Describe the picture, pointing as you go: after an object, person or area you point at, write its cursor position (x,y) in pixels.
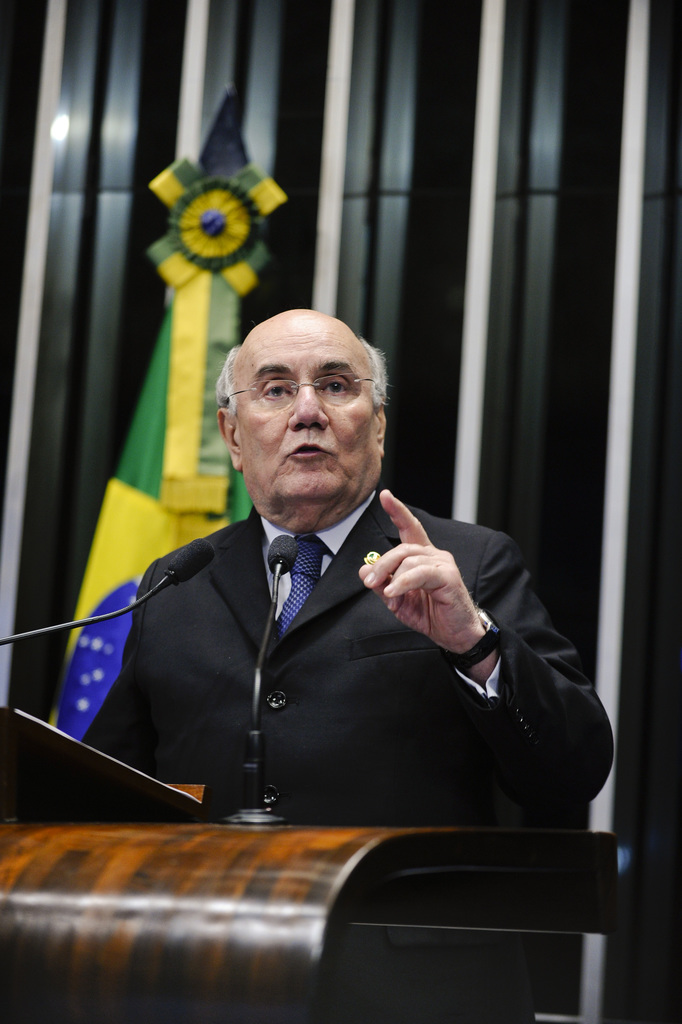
In this picture there is a man (341,635) who is standing in the center of the image (274,563) and there is a desk (328,837) and mics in front of him, there is a flag (108,541) in the background area of the image (127,490).
